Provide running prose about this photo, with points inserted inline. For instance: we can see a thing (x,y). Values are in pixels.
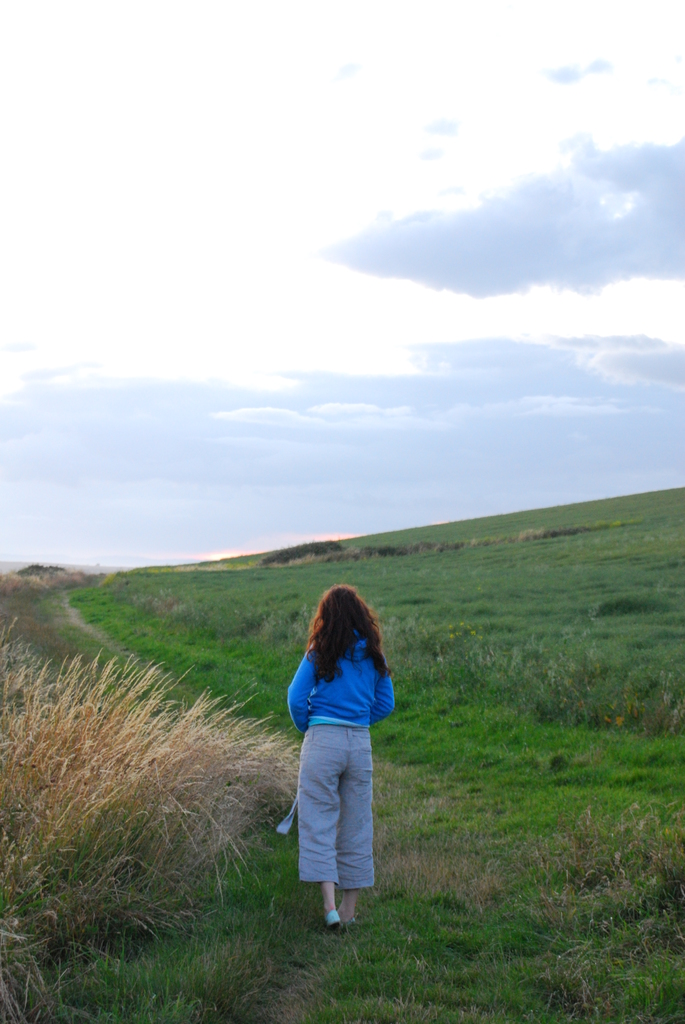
In this picture there is a girl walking and we can see grass (511,792). In the background of the image (159,424) we can see sky (442,231) with clouds (470,215).
